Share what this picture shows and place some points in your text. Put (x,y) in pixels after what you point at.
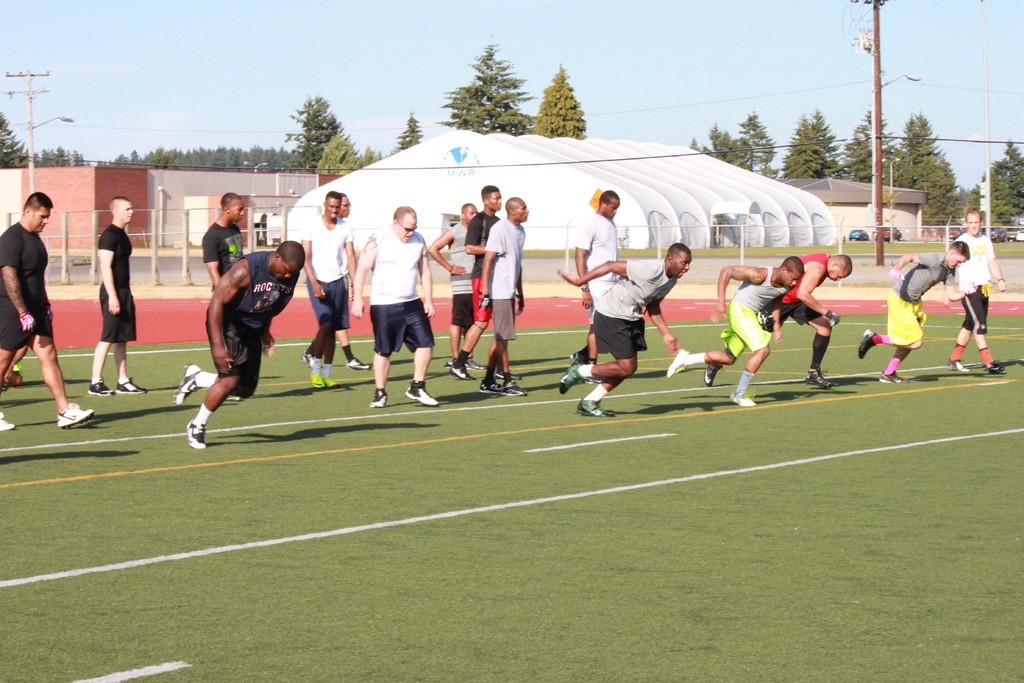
In this image there are a few people (754,371) running on the ground (617,460) and few (493,245) are standing, behind them there are buildings (199,181), poles (65,256), a few vehicles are parked, utility poles (876,52) and the sky (720,88).
